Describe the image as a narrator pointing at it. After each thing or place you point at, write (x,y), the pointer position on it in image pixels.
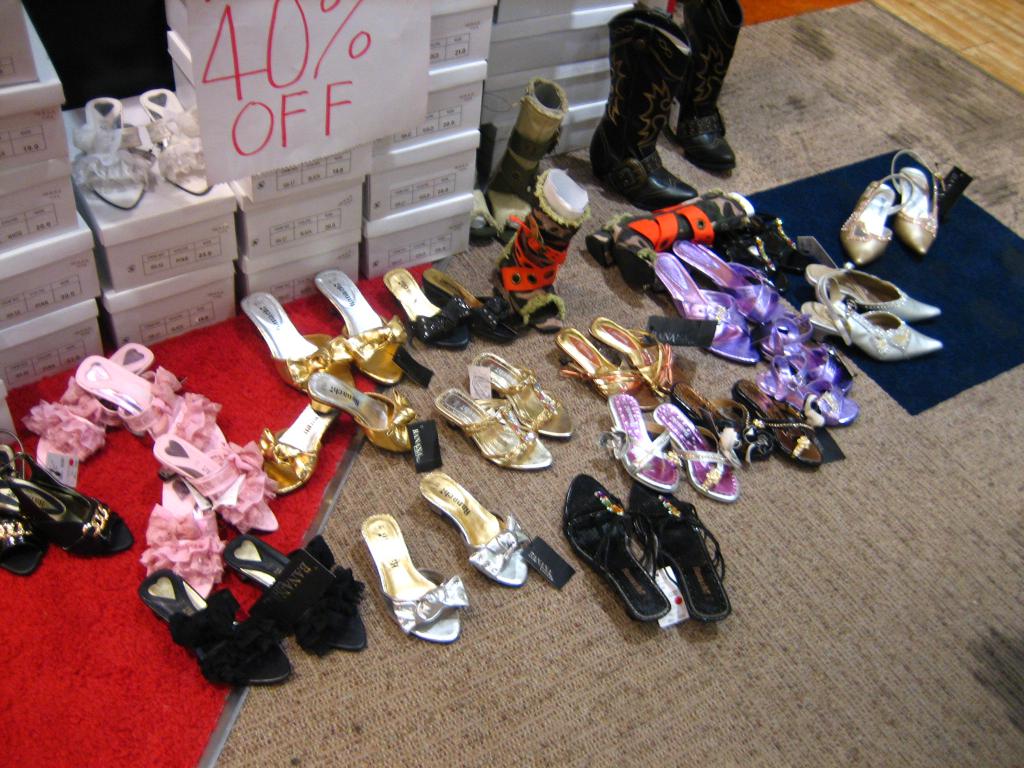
In this picture there are footwear (464,321) in the center of the image (364,479), on the rug (1014,271) and there are boxes (455,28) at the top side of the image (433,124).
